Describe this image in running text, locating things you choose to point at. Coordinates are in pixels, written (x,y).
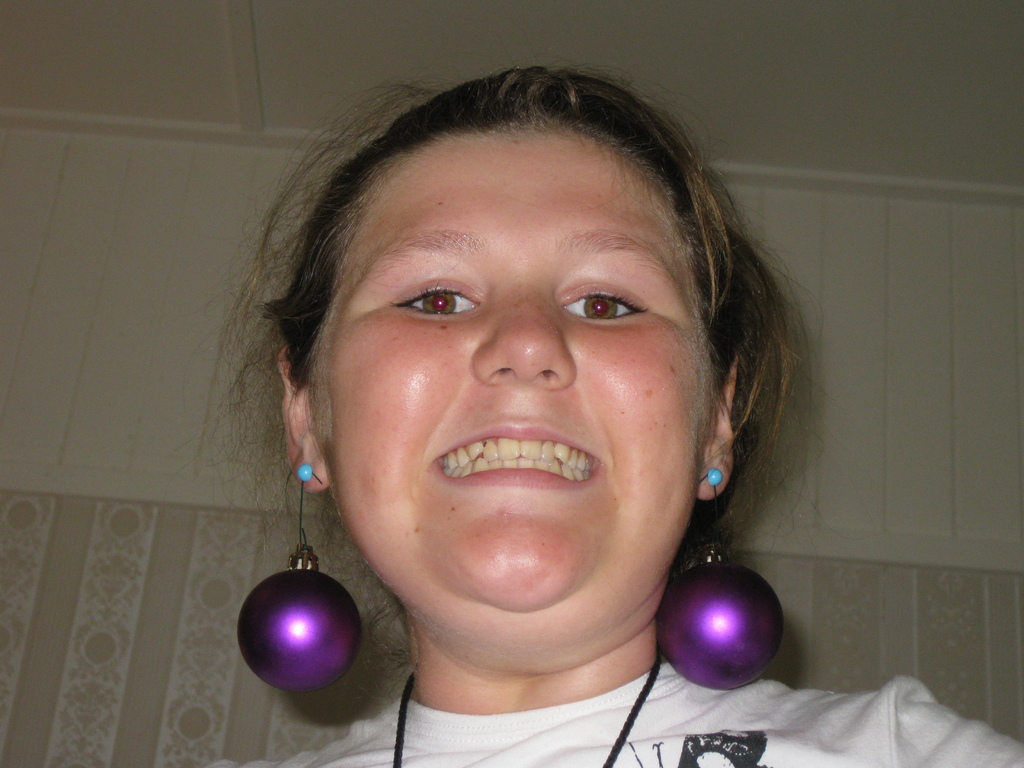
In this picture we can see a woman (347,472) wearing big round purple earrings (255,589). She is looking and smiling at someone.
